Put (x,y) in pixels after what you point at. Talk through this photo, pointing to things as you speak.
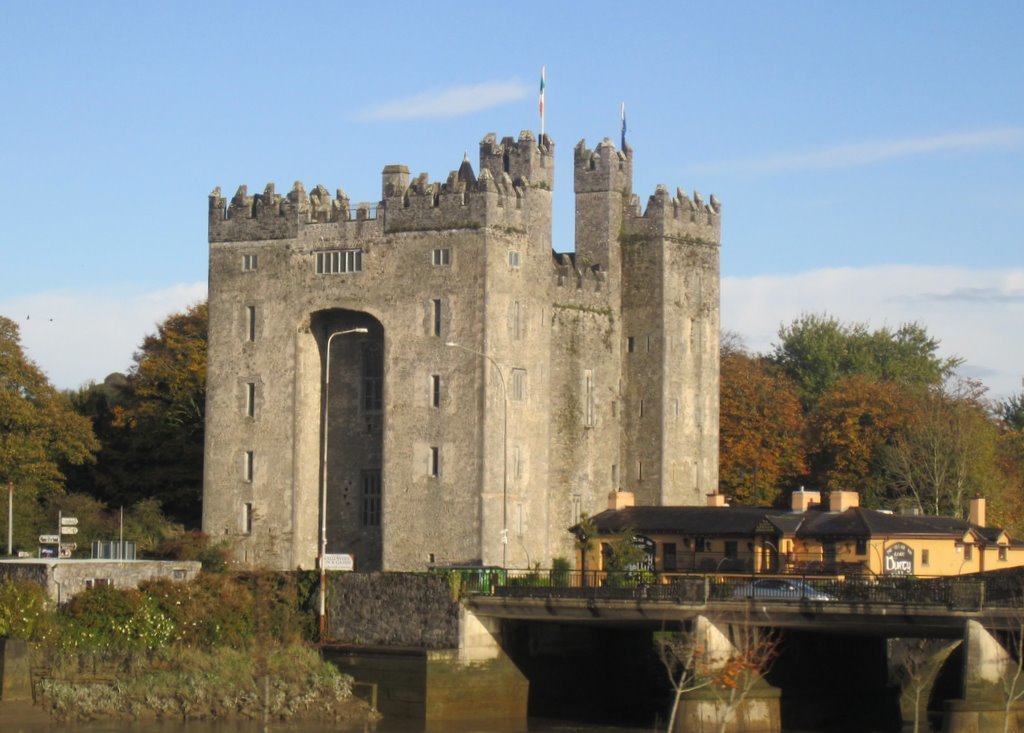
In this image there is a bridge (702,637), beside the bridge (895,603) there is a monument (492,337) and houses (871,531), in the background (768,441) there is trees (911,424) and a blue sky (617,89).
